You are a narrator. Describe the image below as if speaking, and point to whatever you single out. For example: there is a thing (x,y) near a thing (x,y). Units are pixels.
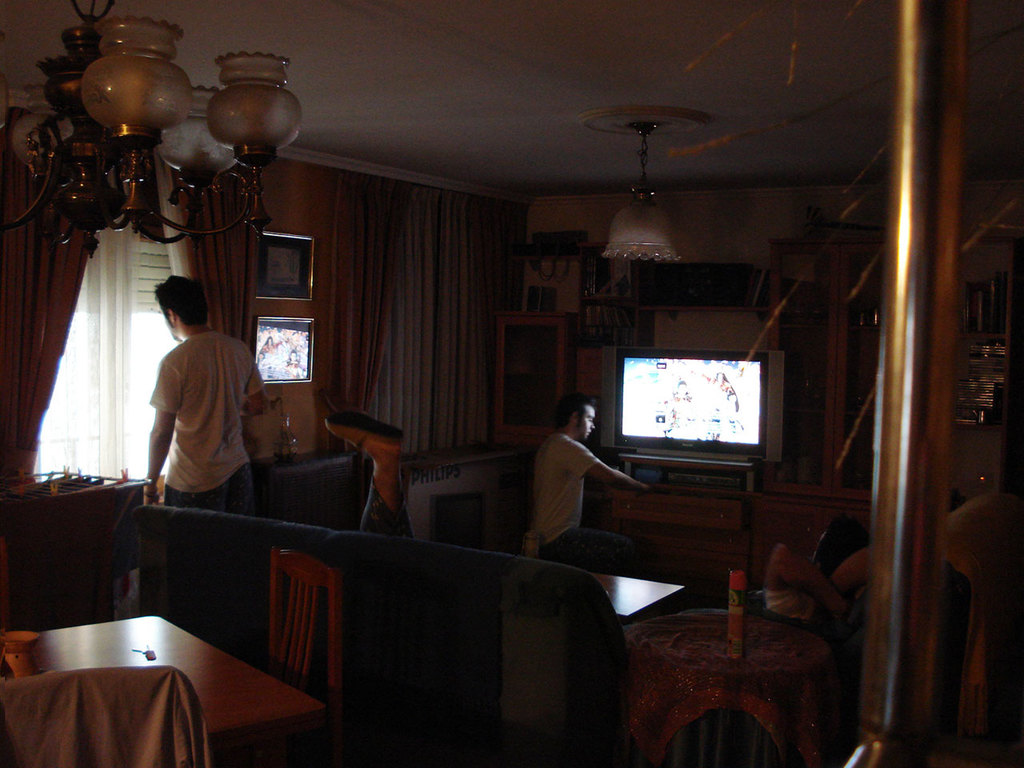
In this image there are curtains (335,335), pictures (270,358), chandelier (103,212), televisions (653,424), people (258,388), couch (406,602), tables (720,657), chairs (302,564), pole (893,596), cupboards (530,367) and objects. Pictures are on the walls (295,312). In the cupboard (970,341) there are things (600,335). On the table (655,671) there is an object (732,597).
